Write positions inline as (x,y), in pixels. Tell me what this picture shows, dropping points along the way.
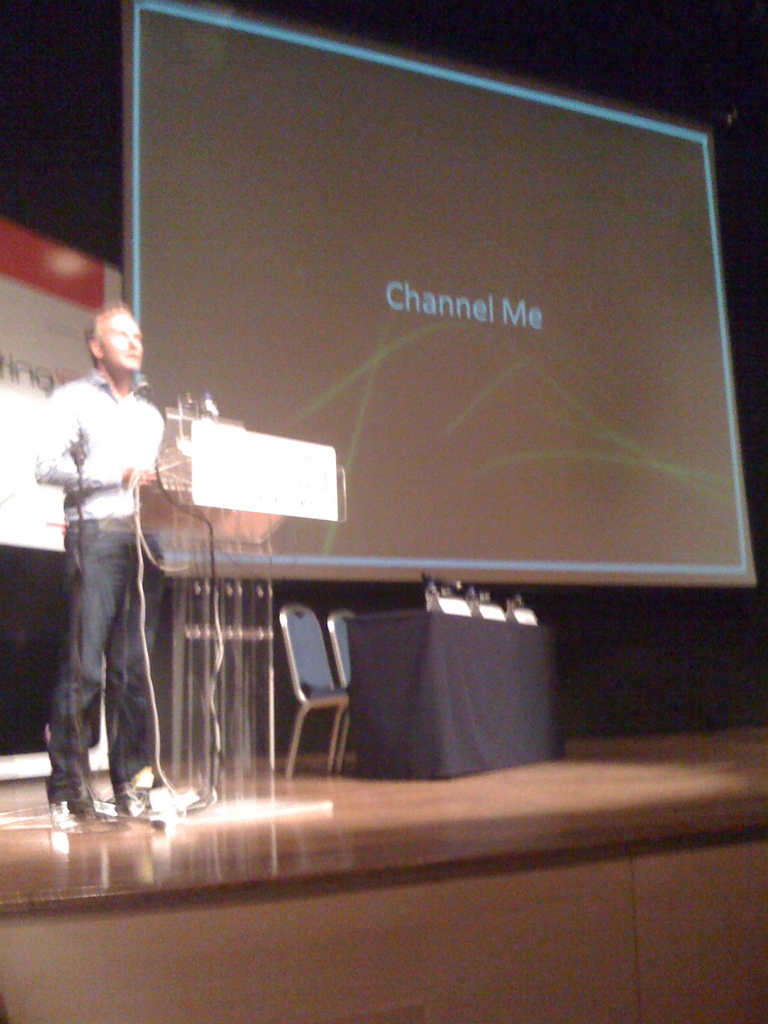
In this image there is a person (130,518) on the stage (215,794) in front of the podium (229,789). In the background (415,506) screen (463,431) is visible. Image also consists of two chairs (303,650) and a table (457,636) covered with black cloth (474,681).
